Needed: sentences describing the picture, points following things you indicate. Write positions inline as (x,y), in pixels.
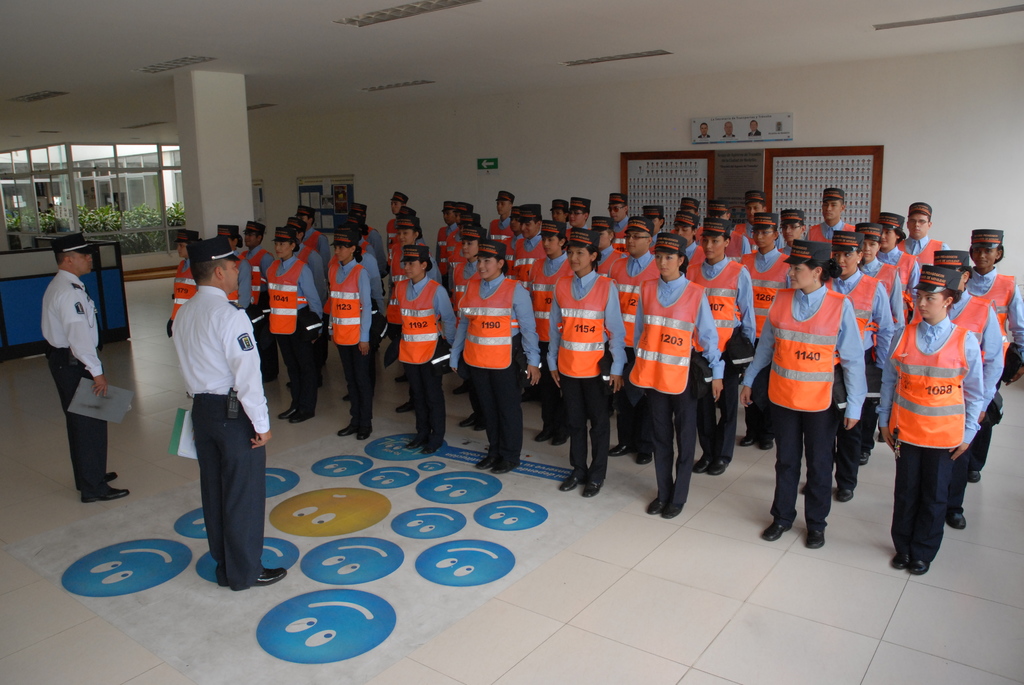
In this picture I can observe some people (511,258) standing on the floor (339,411). Most of them are wearing orange color coats (545,316) and black color caps (500,246) on their heads (683,234). There are men (814,231) and women (341,288) in this picture. On the left side (50,223) I can observe some plants (113,229). In the background (325,176) there is a wall (444,157).
